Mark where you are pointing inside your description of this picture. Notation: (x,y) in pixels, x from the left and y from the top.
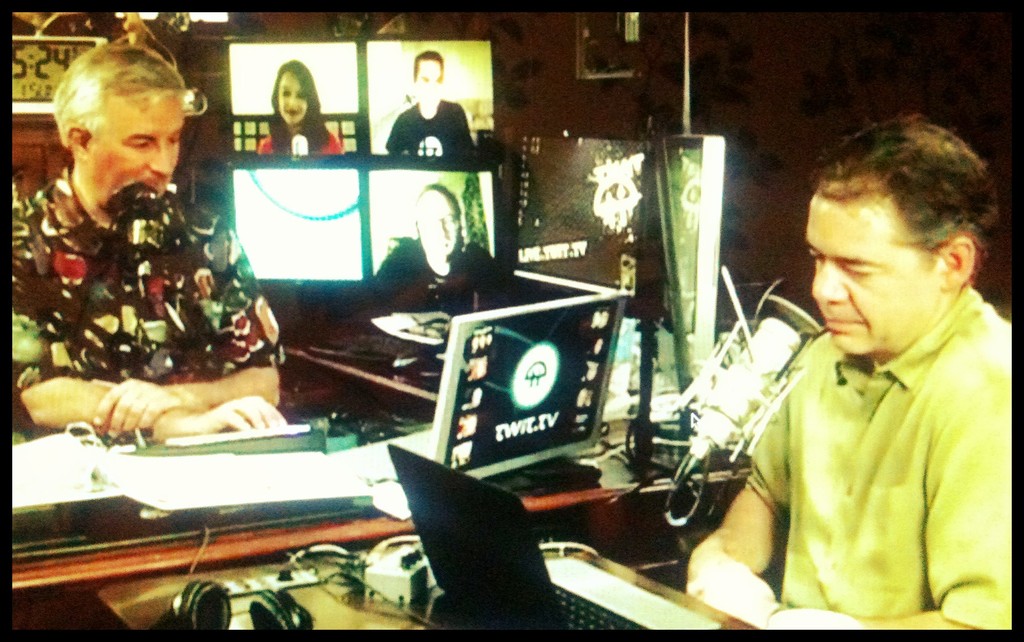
There are two persons (796,544) sitting. In front of them there is a mic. Also there are tables (215,543). On the table (425,427) there are laptops (437,445), headphones (211,590). In the back (378,187) there are screens (339,159). On that there are images (404,174) of persons (432,207). Also there is a clock (32,59) in the back (12,65).
